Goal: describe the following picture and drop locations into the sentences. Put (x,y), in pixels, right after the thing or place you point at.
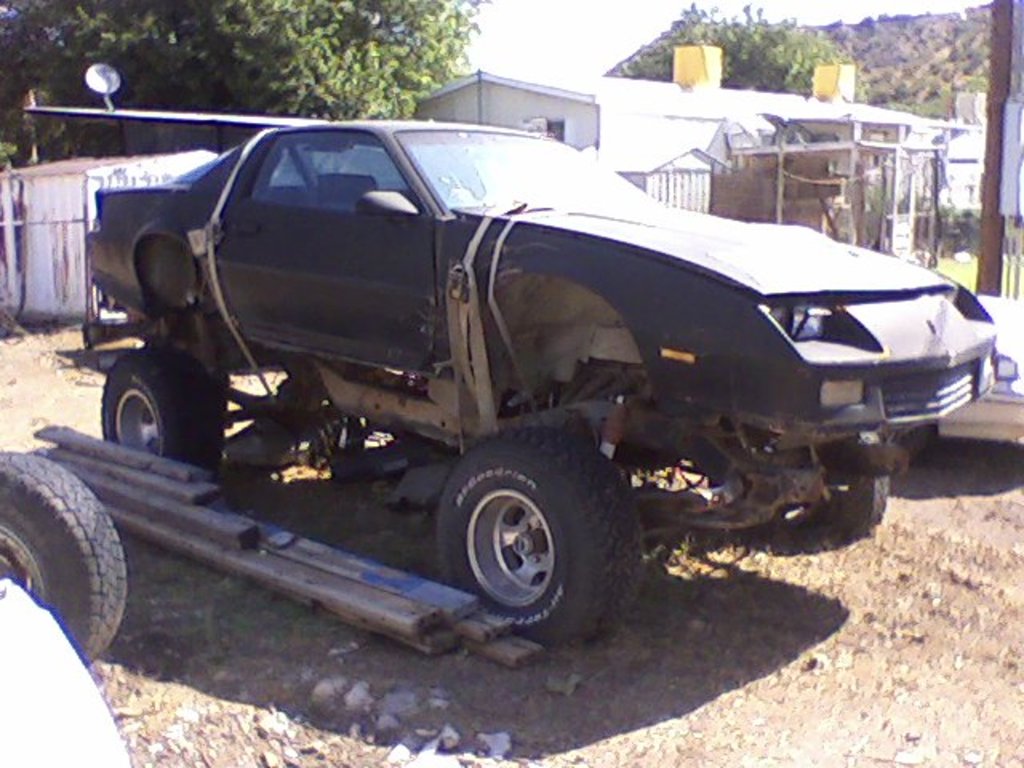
In the image we can see there is a car (462,487) parked on the ground (699,636). Behind there are trees (442,38) and there are buildings (844,122).
